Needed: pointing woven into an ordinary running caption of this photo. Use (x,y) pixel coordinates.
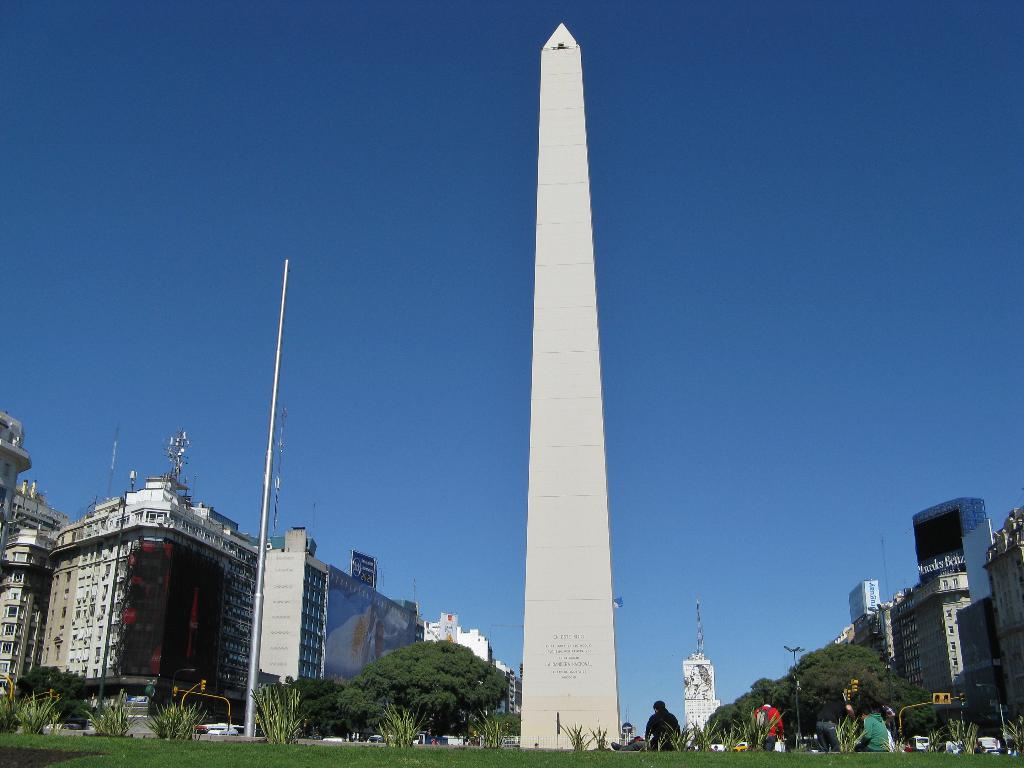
In this image I can see grass (262,756), trees (347,704), buildings (388,633), pole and in background (353,302) I can see the sky (419,355). Here I can see few people (872,727).
